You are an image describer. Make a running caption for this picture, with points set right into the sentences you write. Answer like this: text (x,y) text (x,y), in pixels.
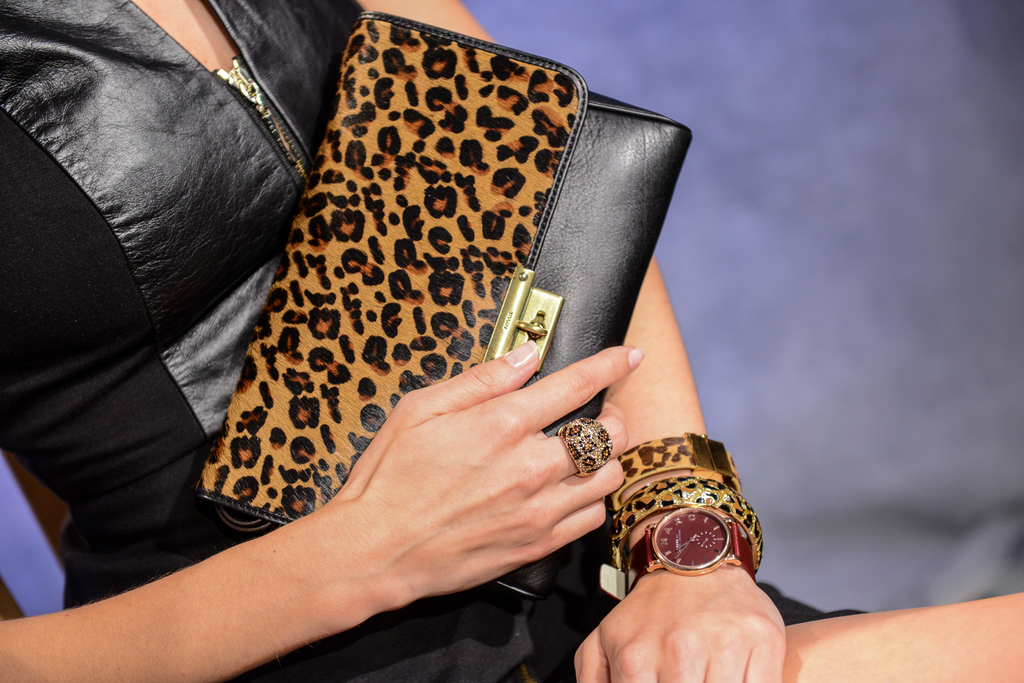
In this image we can see a lady (187,251) holding a purse (396,389). She is wearing a black dress (330,657).
